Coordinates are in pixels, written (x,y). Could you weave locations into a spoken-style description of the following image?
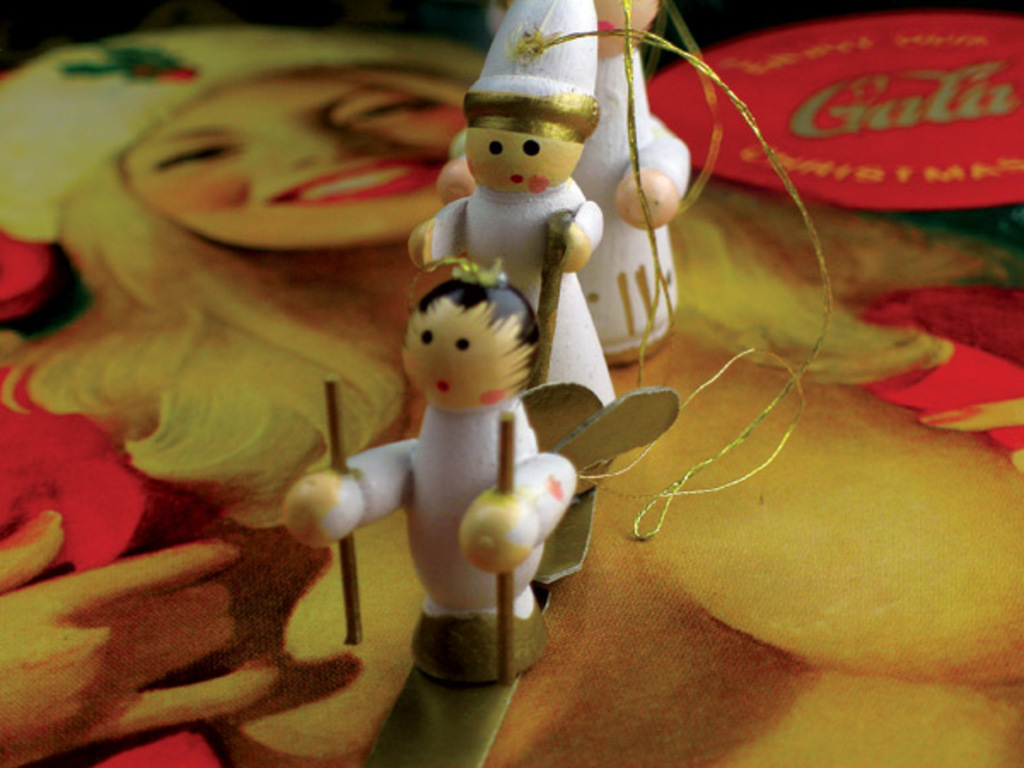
In this image we can see three white color toys (528,478). Background of the image (800,591) woman painting (849,367) is there.
